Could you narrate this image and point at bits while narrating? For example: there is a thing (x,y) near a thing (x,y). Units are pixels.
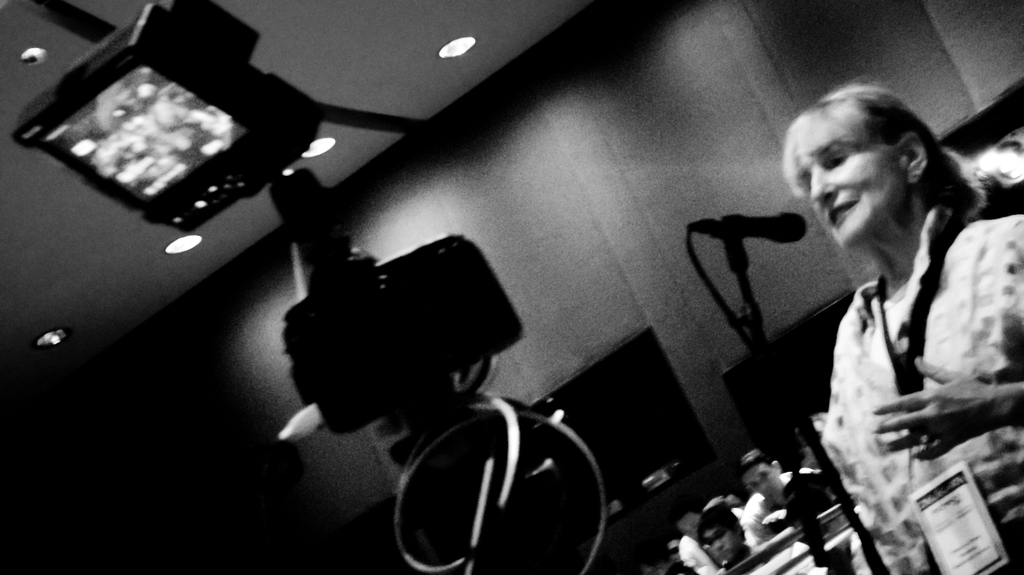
This picture shows a woman (865,294) standing and speaking with help of a microphone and we see few people (771,511) seated on the back (776,525) and we see few lights (447,50) on the roof (521,49) and we see a camera (313,218) to the stand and we see woman (906,542) wore a id card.
